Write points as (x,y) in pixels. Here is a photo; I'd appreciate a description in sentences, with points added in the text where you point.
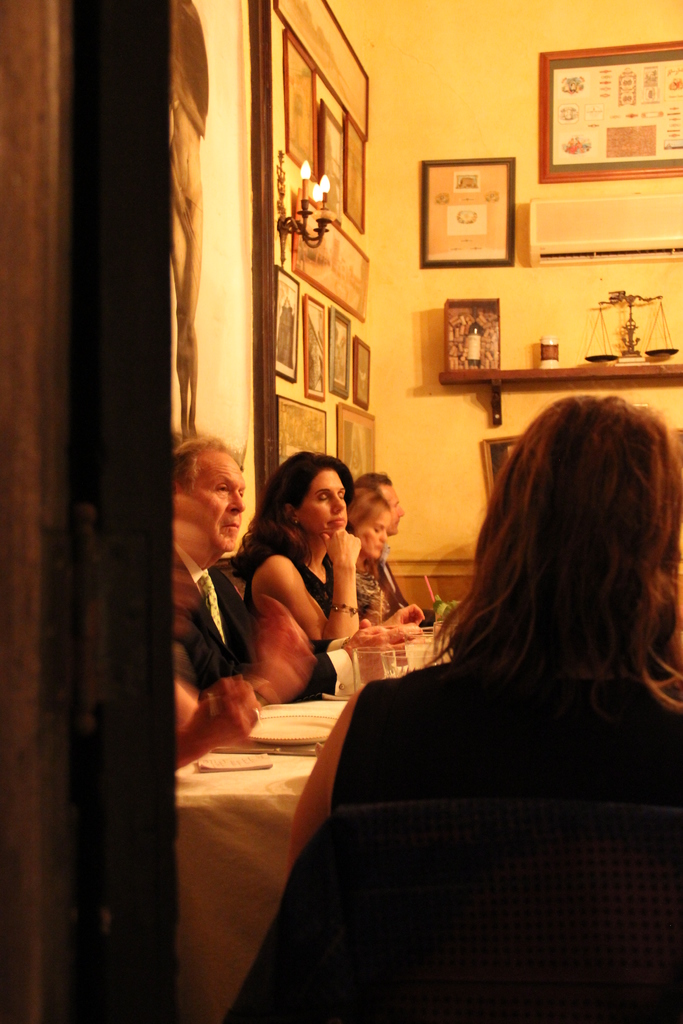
In the foreground of this image (462,721), there is a woman (520,738) sitting on the chair (457,942). In the background (315,553), there are persons (332,537) sitting in tables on which there are glasses (381,663), platters (312,715) and we can also see the wall (469,74), many frames (338,384) on it, a lamp (318,207) and the balance weight (648,336).
